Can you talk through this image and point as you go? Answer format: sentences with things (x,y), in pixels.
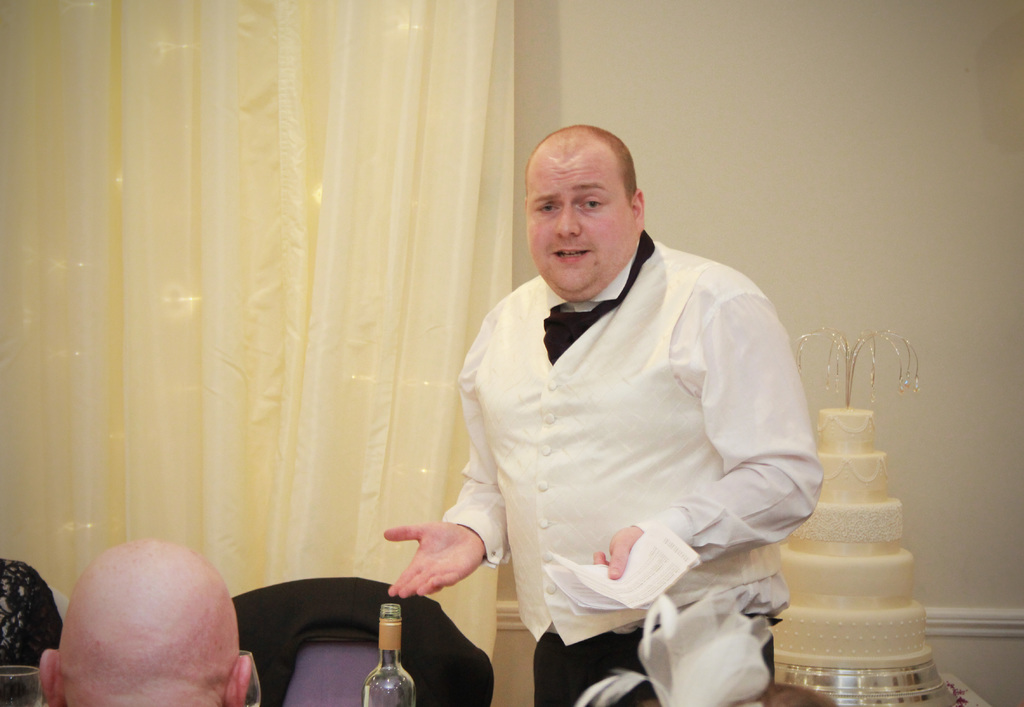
This picture describes about group of people (659,413), in the middle of the image (561,376) a man (657,395) is standing, in front of him we can see bottle (377,669) and a chair (350,658), in the background (892,630) we can see a cake (838,522) and curtains (345,212).
